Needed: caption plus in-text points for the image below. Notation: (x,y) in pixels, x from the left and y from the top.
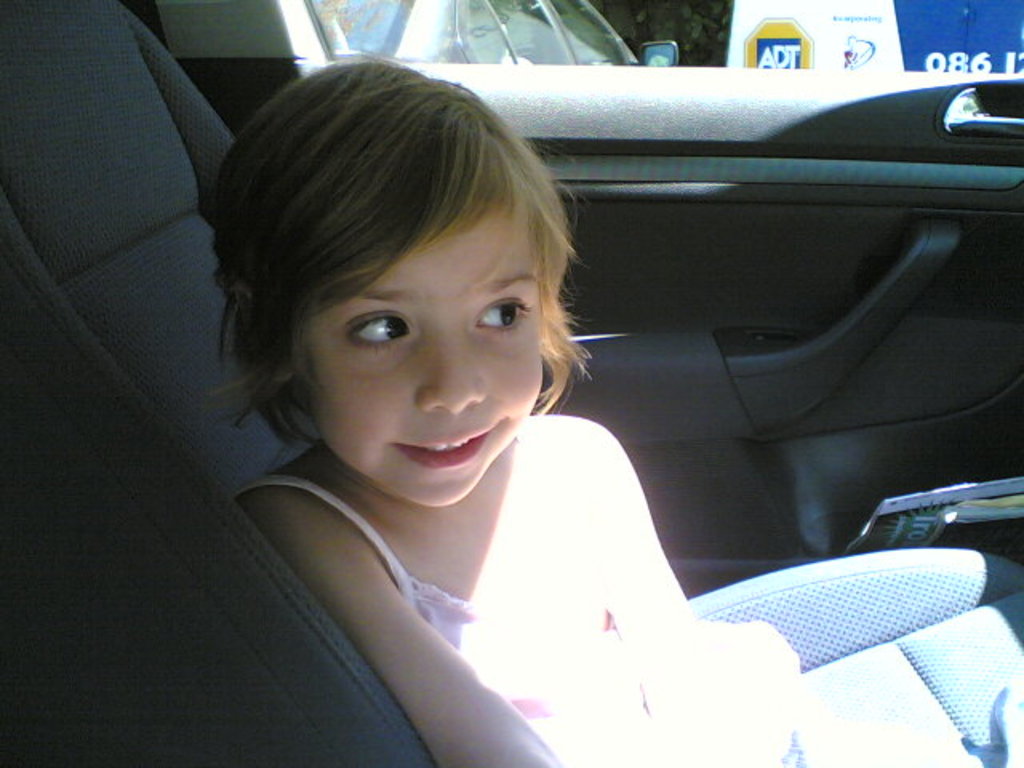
As we can see in the image there is a girl (420,449) sitting in car (187,378).
